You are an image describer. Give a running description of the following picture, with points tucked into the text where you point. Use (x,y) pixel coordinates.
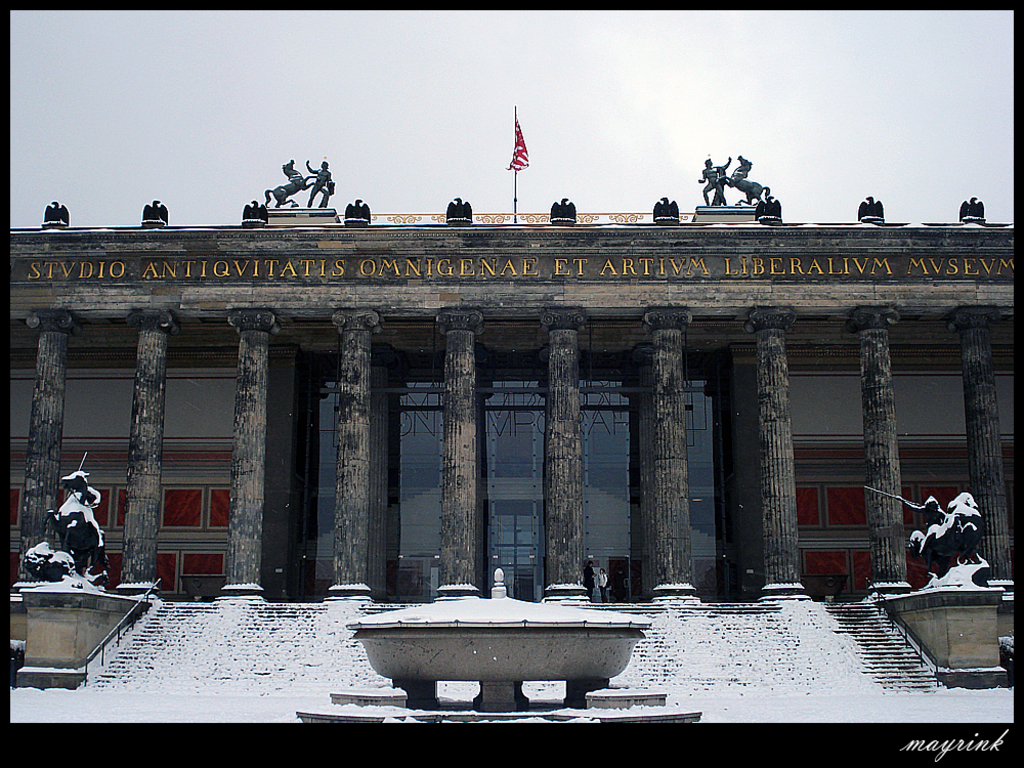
In this image, we can see some statues (949,549). There is a building (468,308) in the middle of the image (575,319). There is a cement pot (570,637) at the bottom of the image (449,622). There is a flag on the building (510,231). There is a sky (489,64) at the top of the image (483,42).
